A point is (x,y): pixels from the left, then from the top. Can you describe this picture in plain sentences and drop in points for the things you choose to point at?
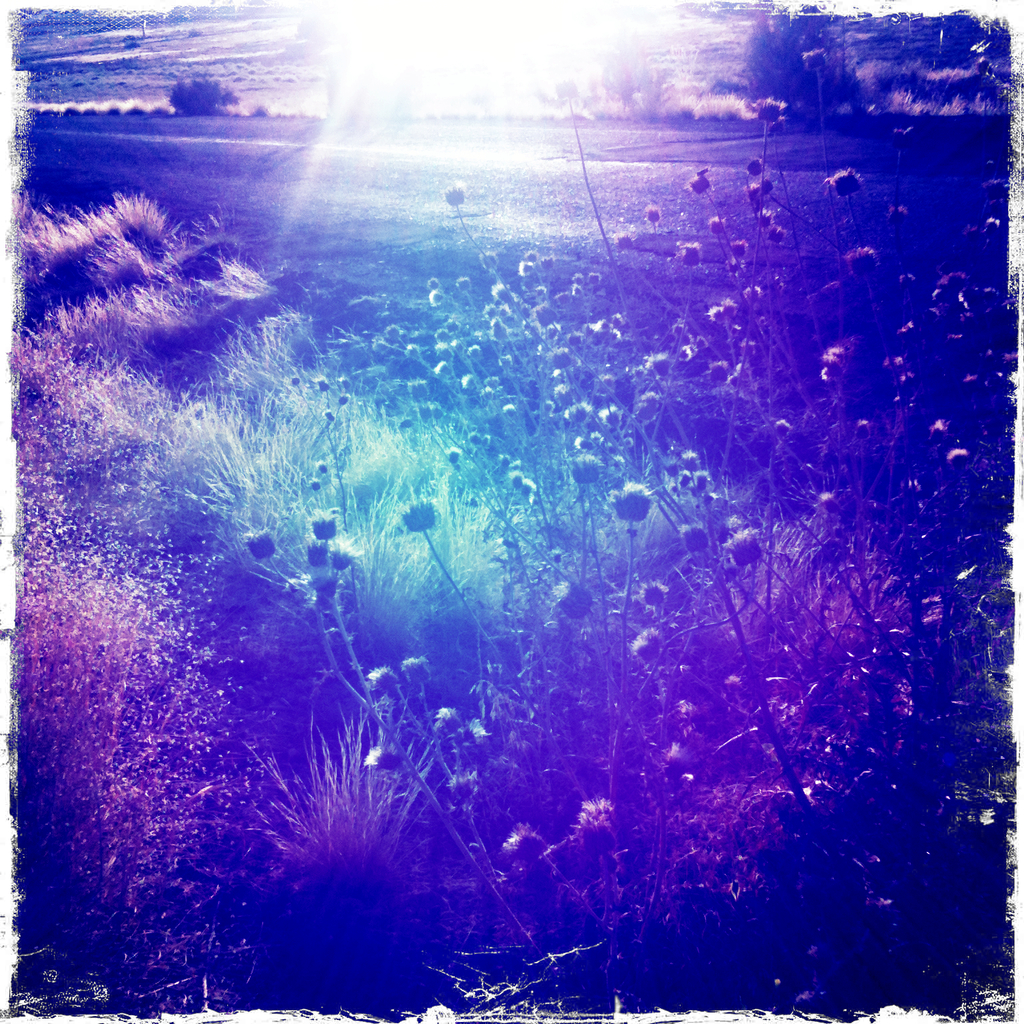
This is an edited image. In this image we can see a group of plants (490,641), trees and grass (337,782).
